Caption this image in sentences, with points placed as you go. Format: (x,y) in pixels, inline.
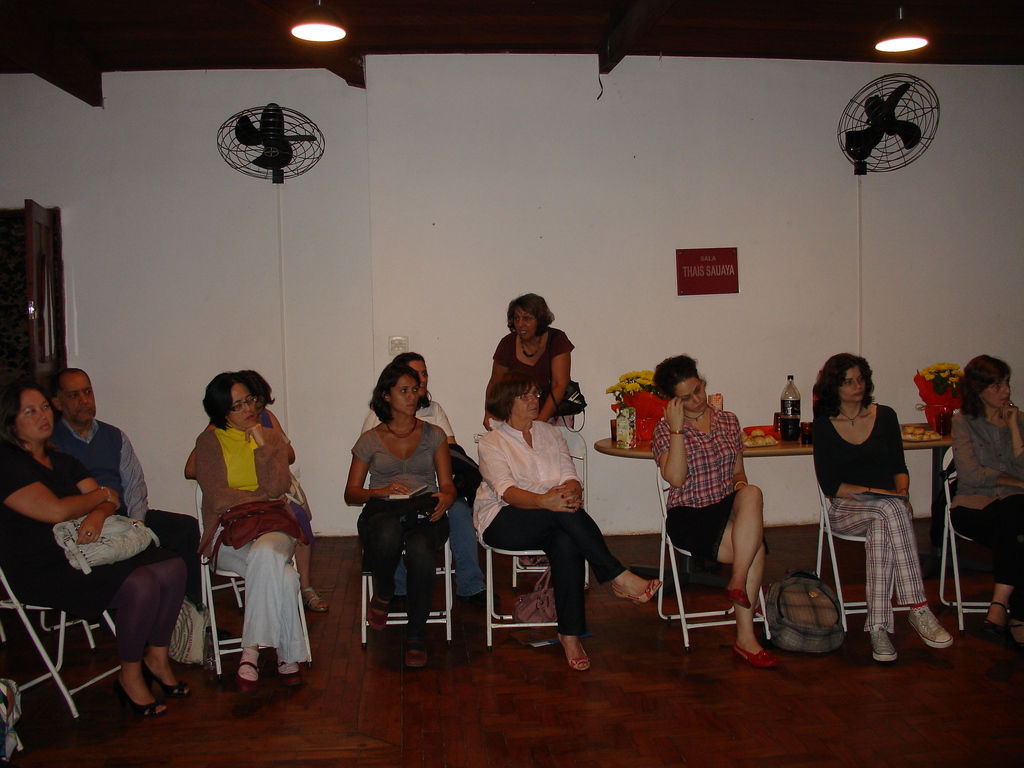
Here in this picture we can see a group of people (114,452) sitting on chairs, which are present on floor (850,551) over there and in the middle (536,295) we can see a woman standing and some of them are having their hand bags (147,534) with them and behind them we can see a flower vase (650,419) present on the countertop (623,450), we can also see a cool drink bottle (797,401) present over there and on the wall (762,174) we can see fans (281,143) present and on the roof (319,59) we can see lights (313,16) present over there.
